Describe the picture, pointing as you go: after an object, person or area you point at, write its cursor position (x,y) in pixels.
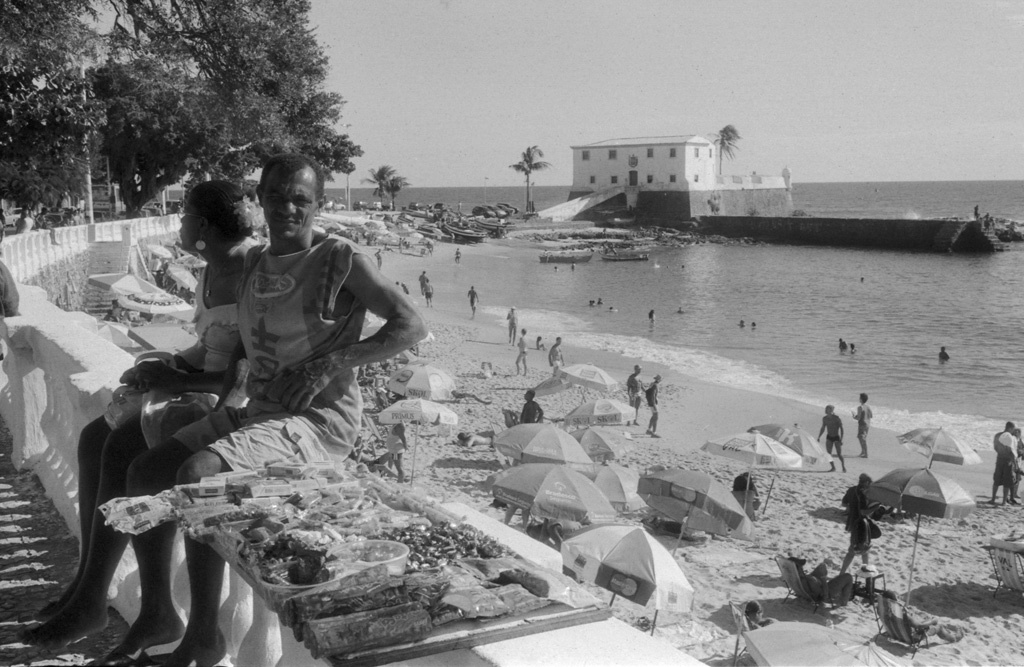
This picture is a black and white image. In this image we can see the sea (1017,273), one building (648,175) with wall (776,224), one white wall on the left side of the image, some boats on the water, some boats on the land (637,242), some umbrellas (375,234) with poles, some folding chairs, some objects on the ground (754,591), some poles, some trees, at the top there is the sky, some people (125,434) are sitting, some people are standing, some people (1006,431) are walking, some people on the wall (959,232) near the house (664,172), some people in the water (721,254), some objects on the boats (497,209), few people (125,454) holding objects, one board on the left side of the image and one big plate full of food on the wall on the left side of the image (226,472).
